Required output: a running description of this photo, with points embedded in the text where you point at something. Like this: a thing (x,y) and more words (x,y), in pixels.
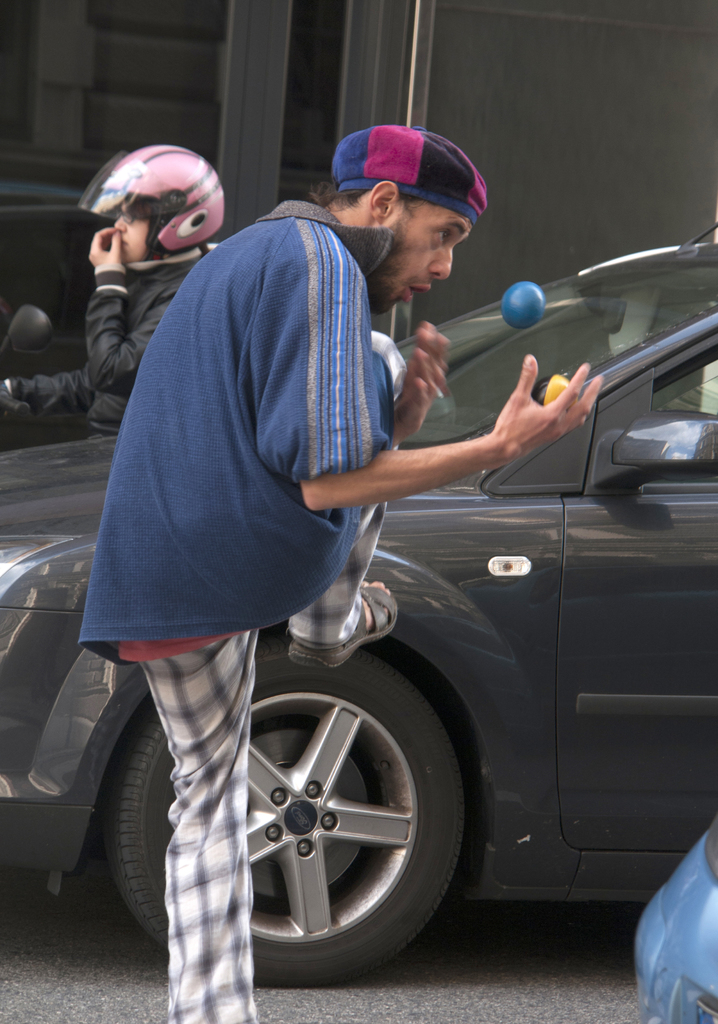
In this picture we can see a car (431,736) on the road (399,993), two people (298,638), ball (539,392), cap (409,143) and a helmet (173,231). In the background (460,79) we can see the wall (335,67) and some objects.
